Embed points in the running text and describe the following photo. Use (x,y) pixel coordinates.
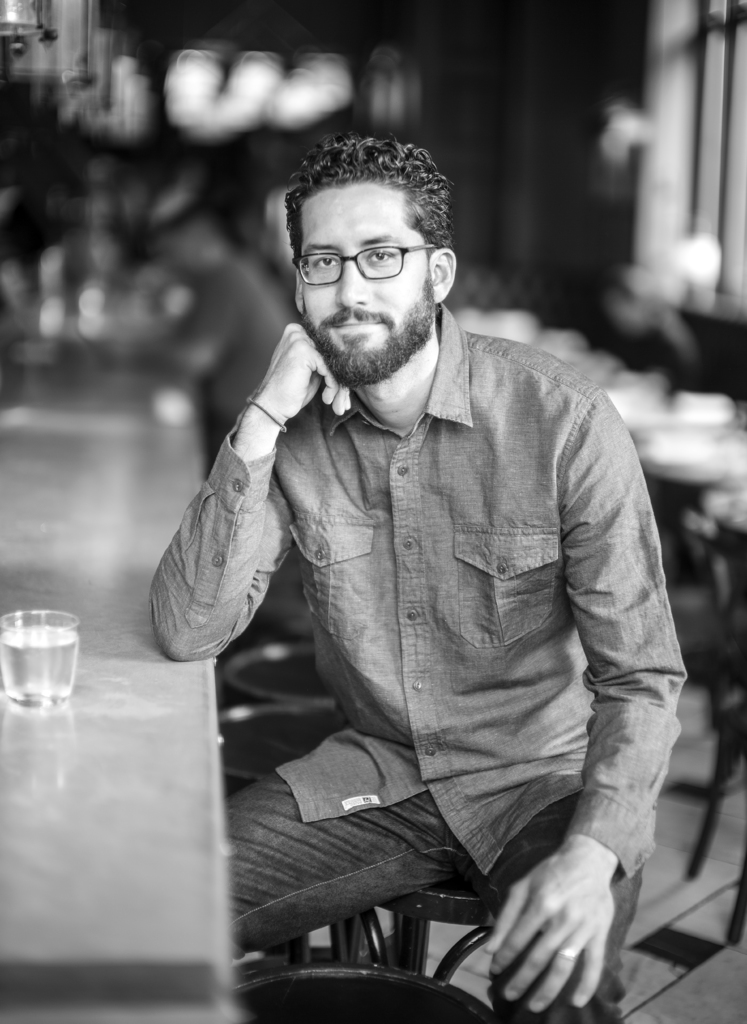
This picture seems to be of inside. In the center (374,435) there is a man (393,721) wearing shirt (530,704) and sitting on the stool (424,910). On the left (120,515) there is a table (99,546) on the top of which a glass of water (37,655) is placed and the background of this image (210,214) is Blur.
